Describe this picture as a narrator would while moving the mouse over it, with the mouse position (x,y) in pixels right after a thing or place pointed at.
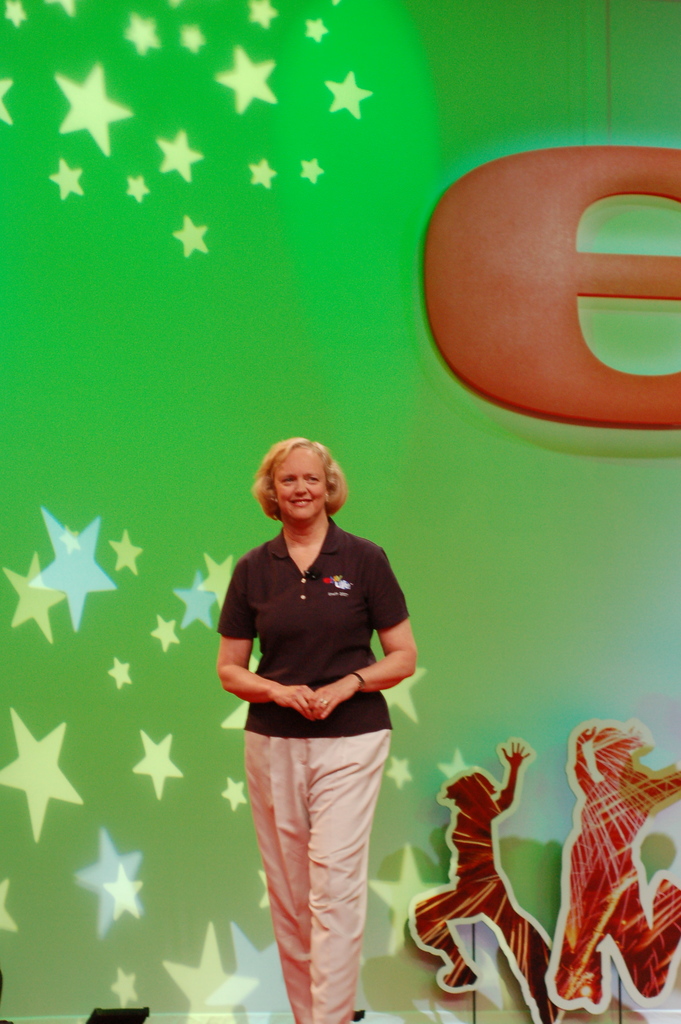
The woman (242,643) in front of the picture who is wearing a black T-shirt (322,663) is standing and she is smiling. In the background (467,515), it is green in color. This might be a projector screen (352,471) which is displaying something on it.
